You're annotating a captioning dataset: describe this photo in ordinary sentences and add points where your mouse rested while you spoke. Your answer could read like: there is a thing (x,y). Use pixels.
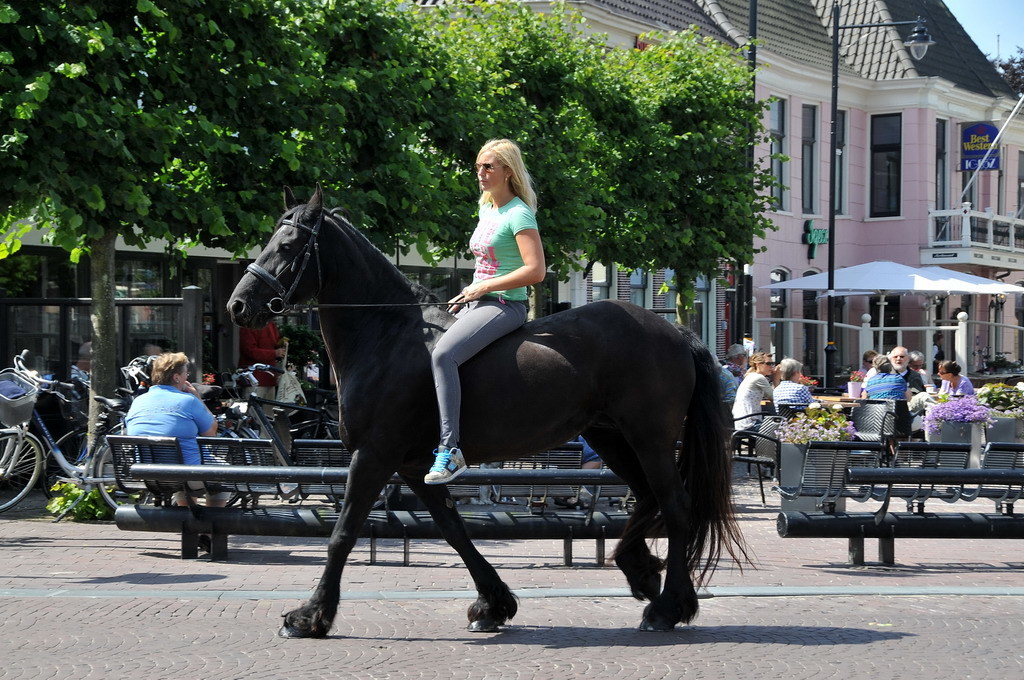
a person (505,265) is riding a black horse (581,393). behind her there are chairs (313,450). at the left (20,434) there are bicycles (55,446). behind that there are trees (697,157) and building (851,205).
